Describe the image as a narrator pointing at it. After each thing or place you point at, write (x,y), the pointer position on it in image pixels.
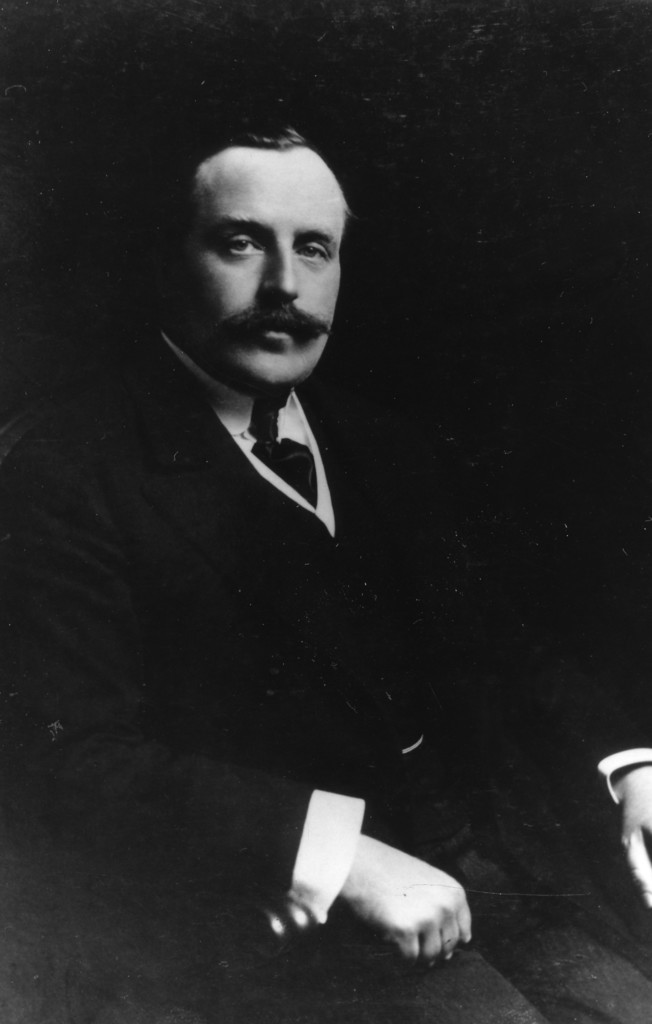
In this image we can see a photo of a person (325,482) and we can also see a dark background (45,50).
